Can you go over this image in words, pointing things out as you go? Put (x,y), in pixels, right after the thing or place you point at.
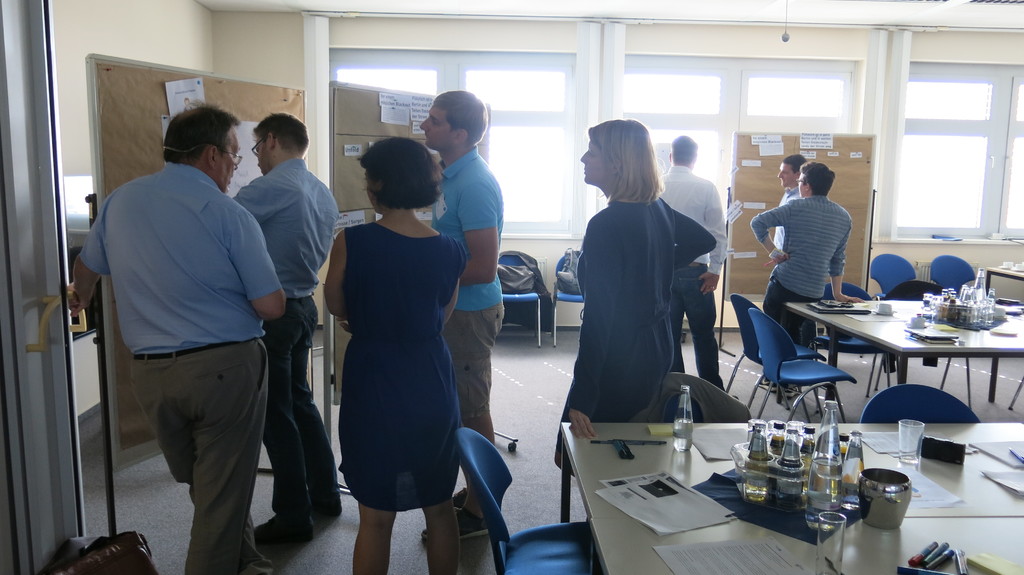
in this picture there are people (646,244) in the image and there are tables (1003,440) and chairs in the image, tables (986,434) contains papers (1009,479), bottles (767,487) and other items (958,559), there are windows (662,98) in the background area of the image (729,116) and there are posters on the boards (98,145) in the image.
